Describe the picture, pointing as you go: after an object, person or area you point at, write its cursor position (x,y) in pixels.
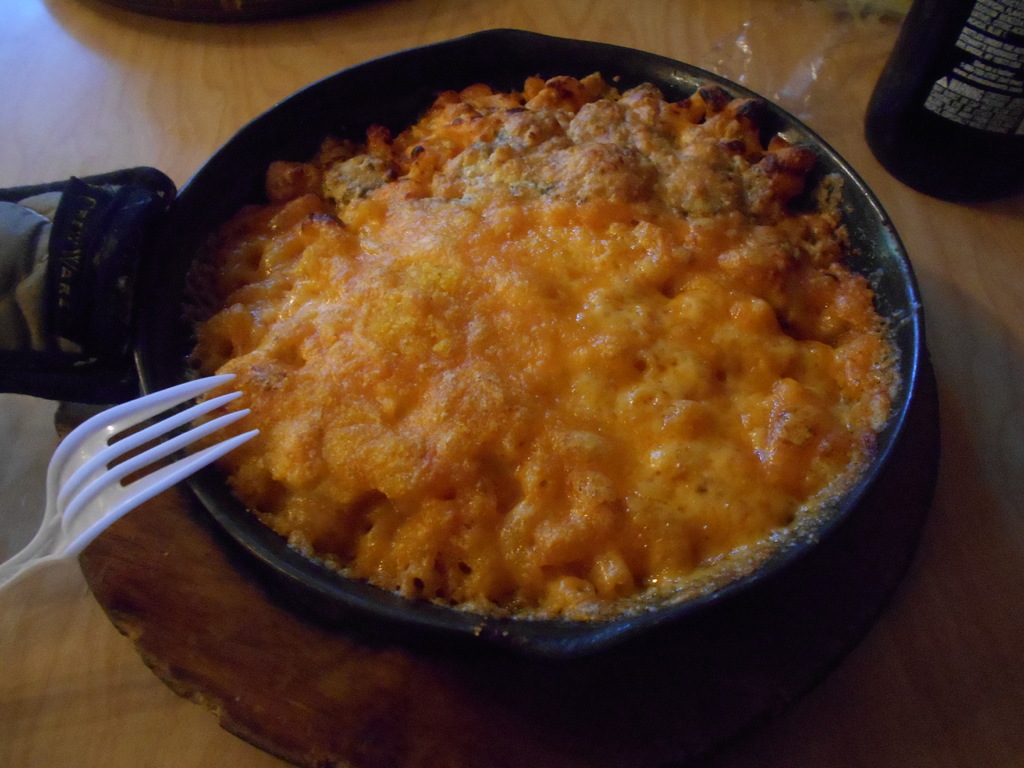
Here I can see a pan (280,148) which consists of some food item (326,362). This is placed on a table (975,381). On the left side (120,466) there is a fork (85,484). In the top right-hand corner (941,75) there is a bottle (940,113).
